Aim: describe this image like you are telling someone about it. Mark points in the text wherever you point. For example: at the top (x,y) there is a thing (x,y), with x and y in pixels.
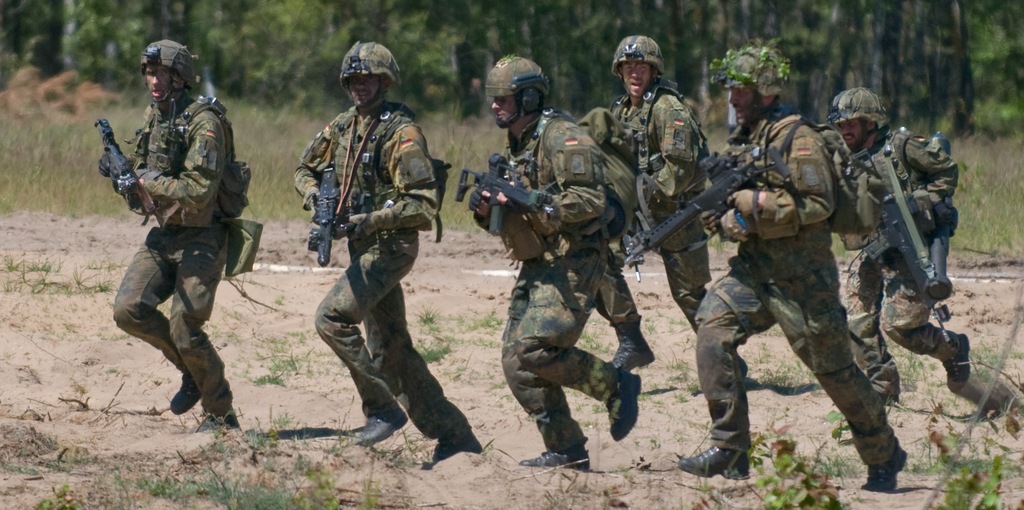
In the image we can see there are people (703,137) running and they are holding rifles (335,224) in their hand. They are wearing helmets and behind there are lot of trees (912,117).
